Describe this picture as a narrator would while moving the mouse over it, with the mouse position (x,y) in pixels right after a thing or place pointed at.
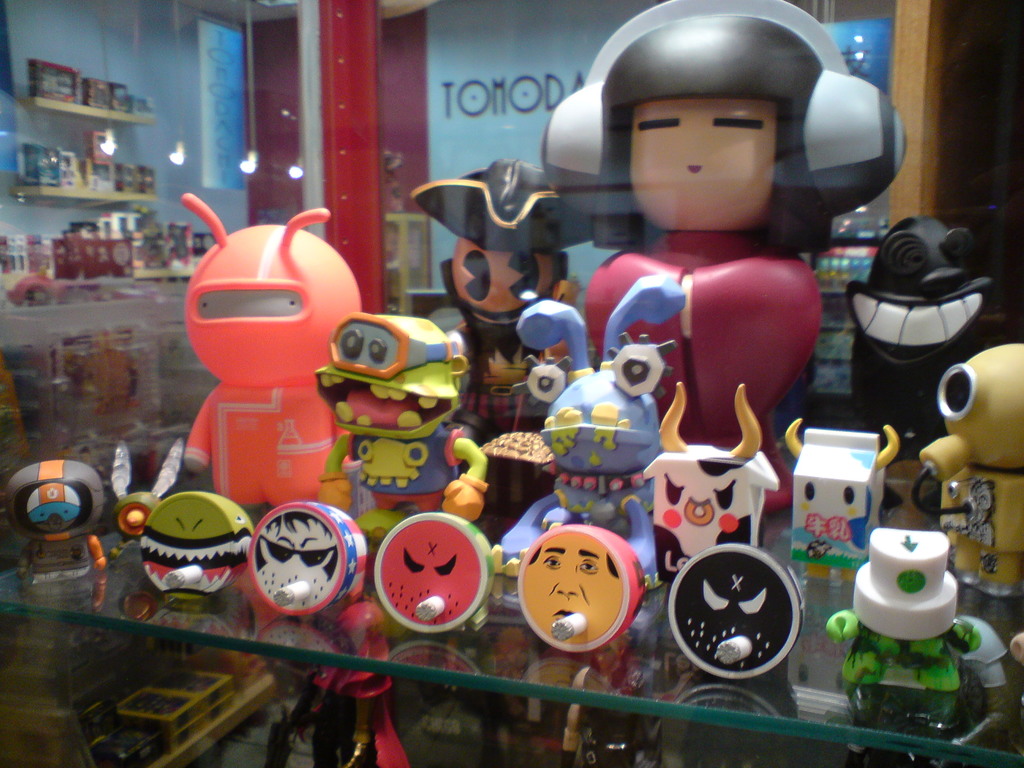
In the center of the image (500,344) we can see toys (594,541) placed on the table (115,582). In the background (442,35) we can see toys (73,172) and wall (402,142).
